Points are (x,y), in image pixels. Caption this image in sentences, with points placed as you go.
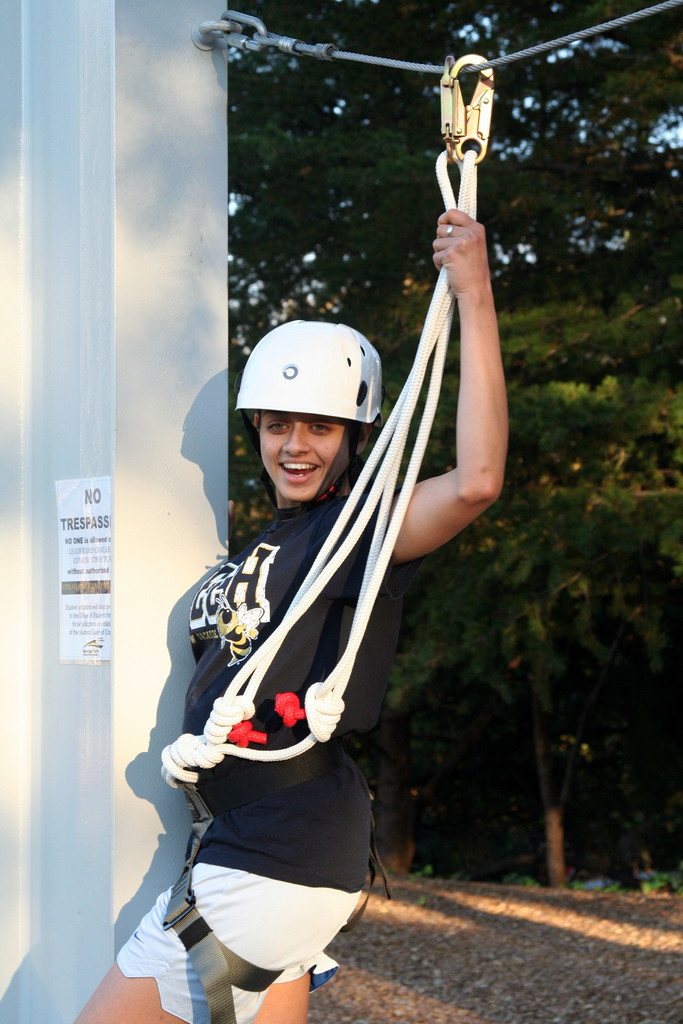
In this image there is a woman (469,383) standing and smiling by holding a rope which is attached to another rope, and in the background (580,164) there are trees (561,1), sky (599,44).
